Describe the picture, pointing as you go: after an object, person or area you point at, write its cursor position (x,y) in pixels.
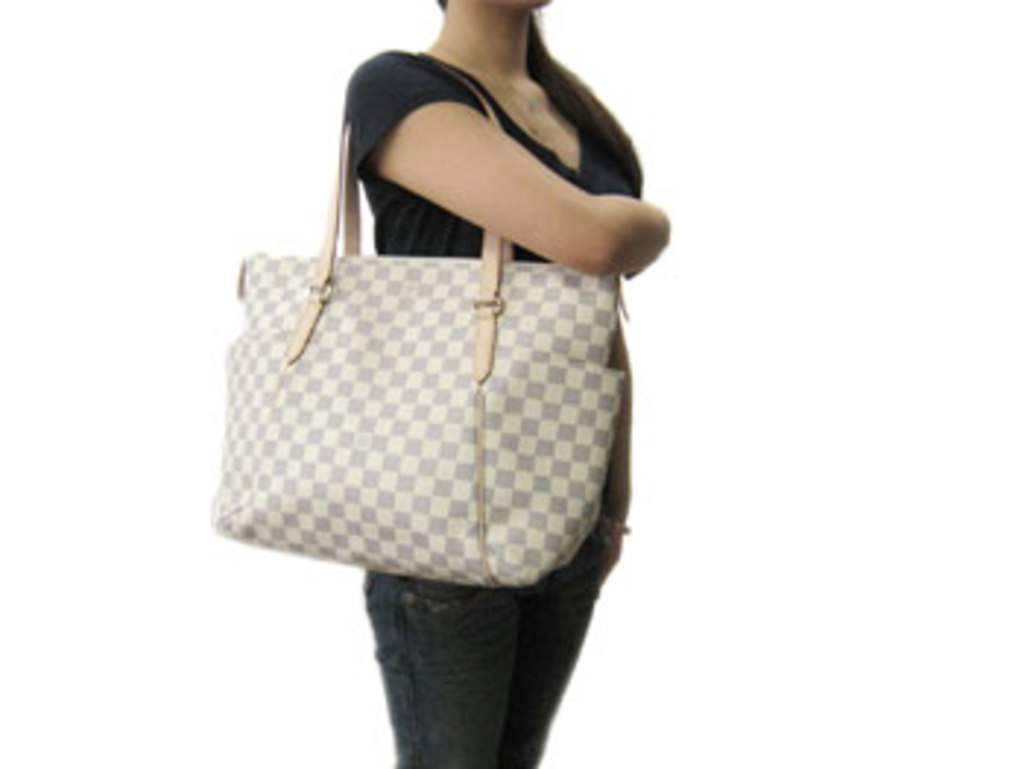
In this image I can see a woman (428,158) wearing black color dress (381,84), standing and wearing a white color bag (383,364) to her right hand (546,175).
